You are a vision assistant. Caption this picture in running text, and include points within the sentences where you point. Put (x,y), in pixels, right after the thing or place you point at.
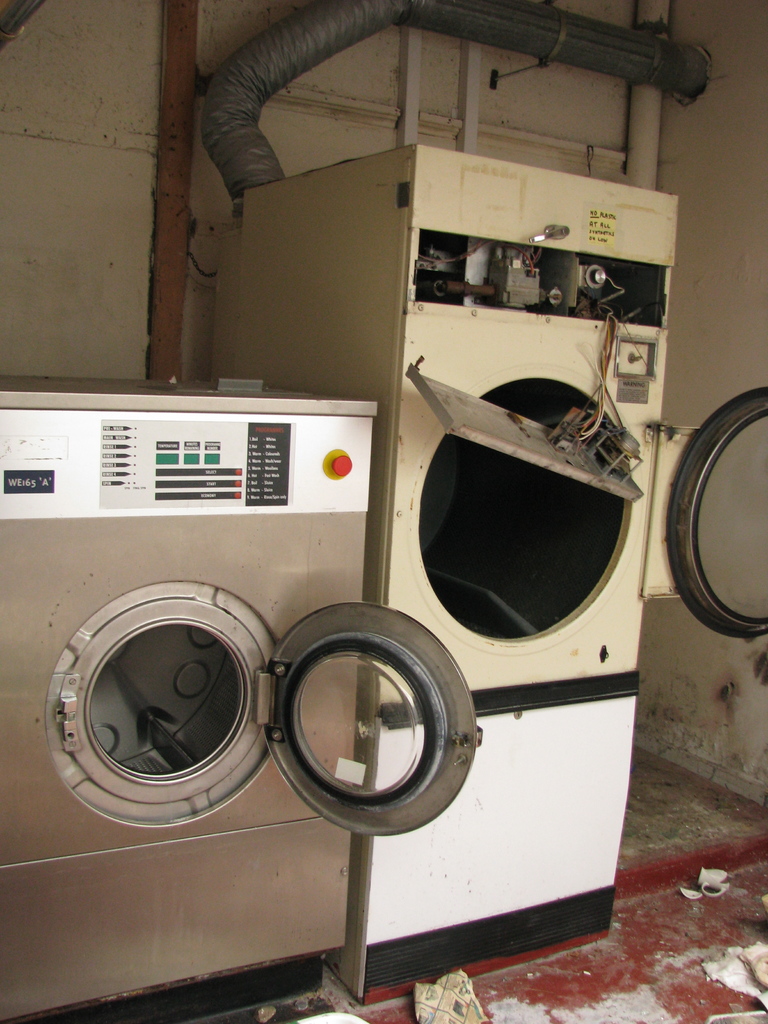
In this image I can see two washing machine (371,626) and on these machines (381,340) I can see something is written.
